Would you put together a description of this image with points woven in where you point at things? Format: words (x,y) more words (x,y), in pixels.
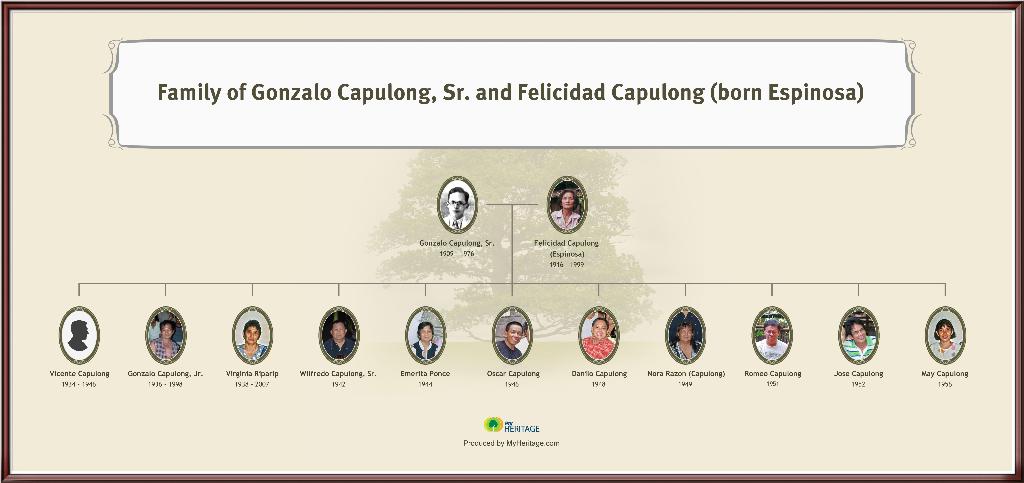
In the picture we can see a frame (572,409) on it we can see a chart diagram (316,388) with some photos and on the top of it is written as family of gonzalo capulong, Sr. and felicidad capulong born espinosa.
